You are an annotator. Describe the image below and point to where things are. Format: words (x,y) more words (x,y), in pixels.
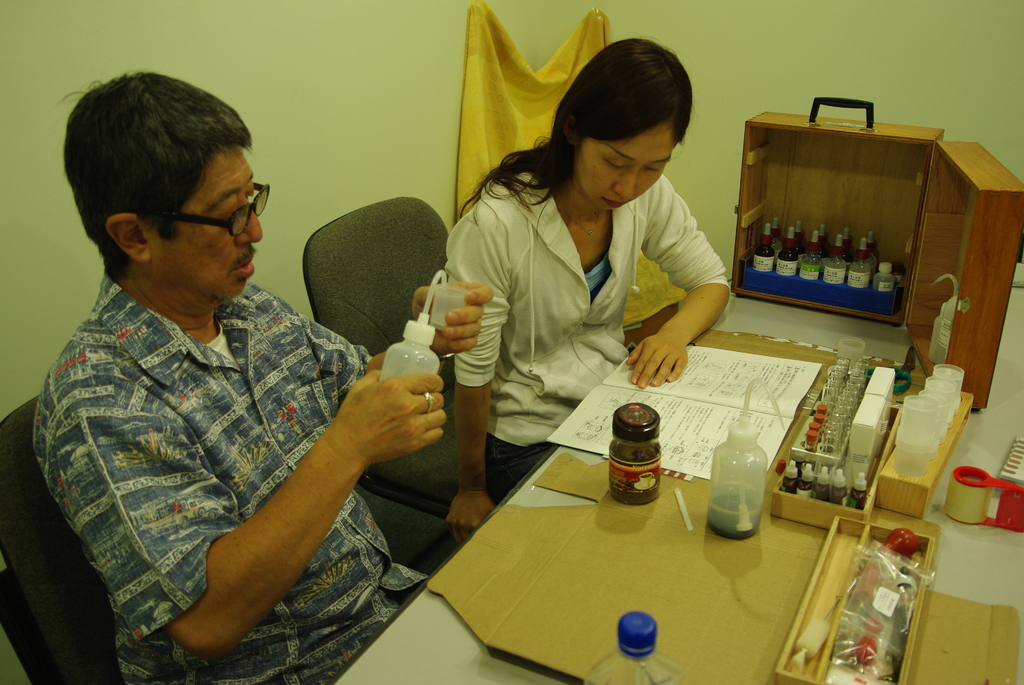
In this image we can see two persons (309,377) sitting on a chair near to the table (413,642), one towel (507,78) hanged, one man (246,478) is holding some object (399,369), one wooden box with some objects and so many different kinds of objects (699,427) are on the table (463,642).
